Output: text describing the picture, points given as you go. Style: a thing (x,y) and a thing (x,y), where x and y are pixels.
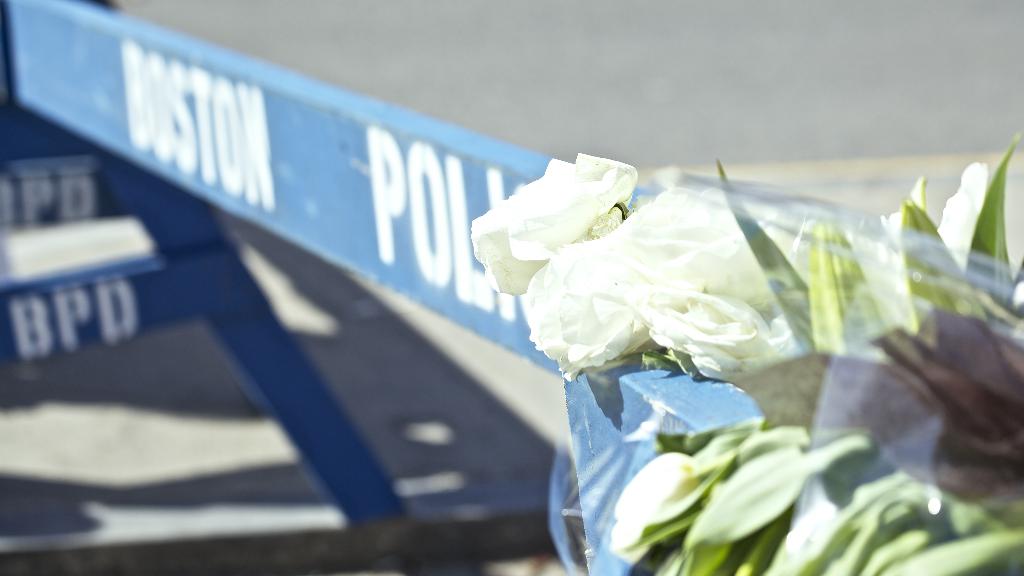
In this image in the foreground (891,367) there is a plant (721,358), and in the background (131,214) there are some boards (176,221). And on the boards (316,189) there is some text (381,199), and at the bottom (186,431) there is a road (229,427).
